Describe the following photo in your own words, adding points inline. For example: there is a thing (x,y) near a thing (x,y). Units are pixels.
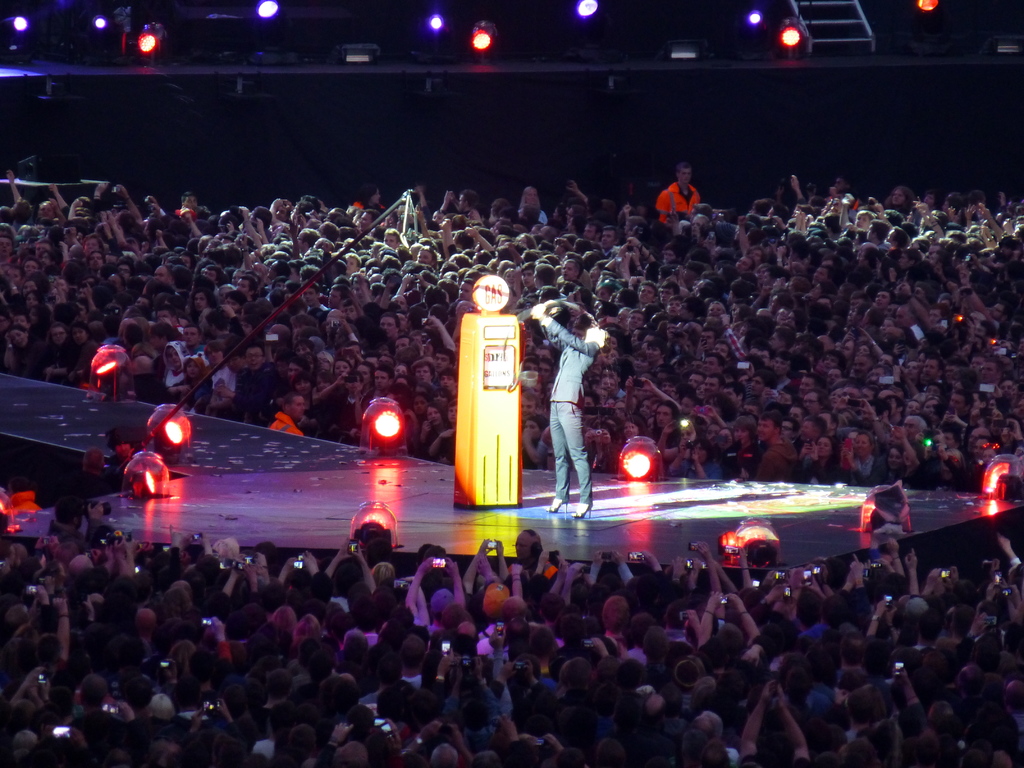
This image is taken indoors. In this image there are many people (673,250) standing on the floor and a few (39,607) are holding mobile phones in their hands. In the middle of the image (452,496) there is a dais (245,456). There are a few lights (382,437) and a woman (561,435) is standing on the dais (579,522). At the top of the image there are a few lights (781,30). In this image the background (432,105) is dark.
